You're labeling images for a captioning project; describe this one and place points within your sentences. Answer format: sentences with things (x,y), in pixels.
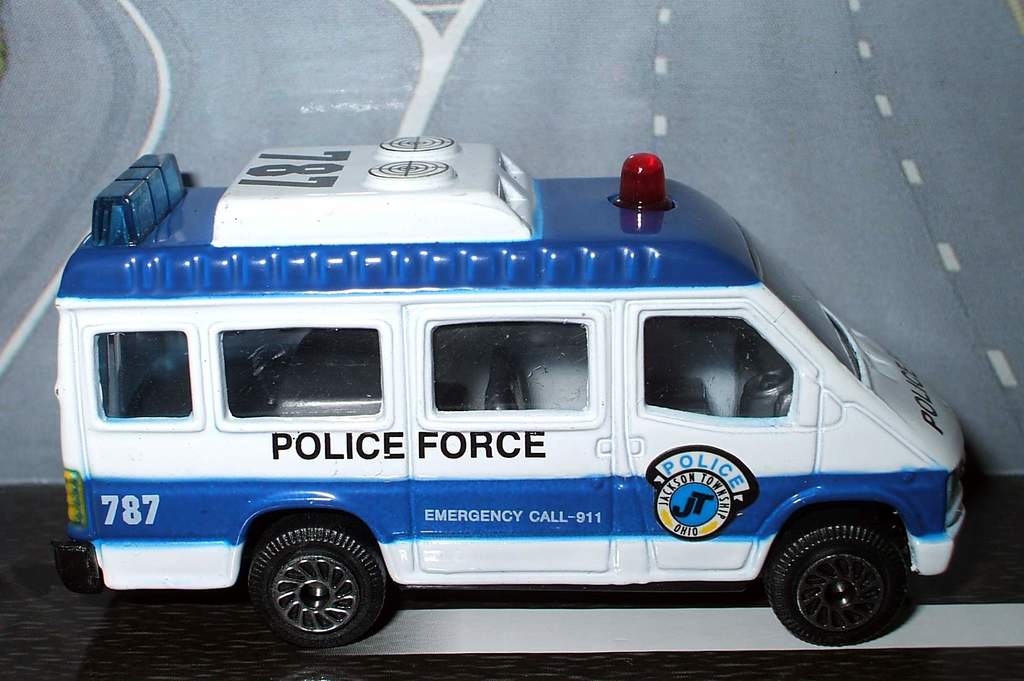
The picture consists of a toy (449,421) which is like a police van (474,386). At the bottom (267,640) it is like a road (955,605).
